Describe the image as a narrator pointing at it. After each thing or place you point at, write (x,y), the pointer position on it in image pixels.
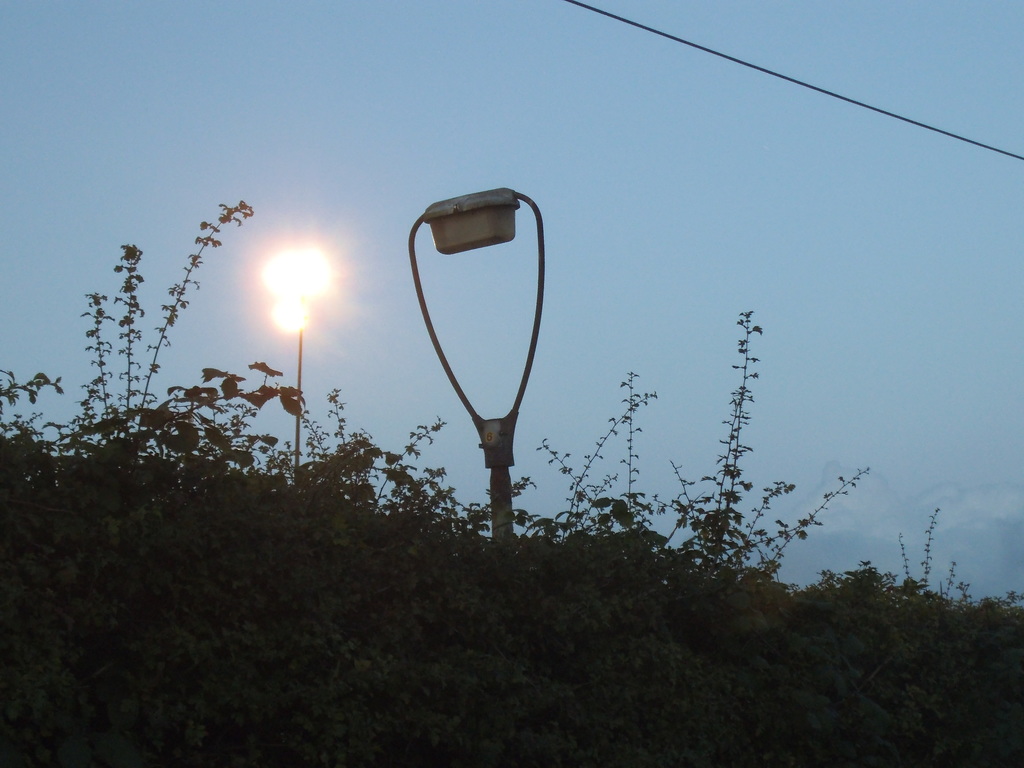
In this picture there are some plants (242,728) and trees (230,728) in the front (296,617) bottom side of the image (413,617). Behind there is a street lamp (474,227) and blue sky (264,341).
